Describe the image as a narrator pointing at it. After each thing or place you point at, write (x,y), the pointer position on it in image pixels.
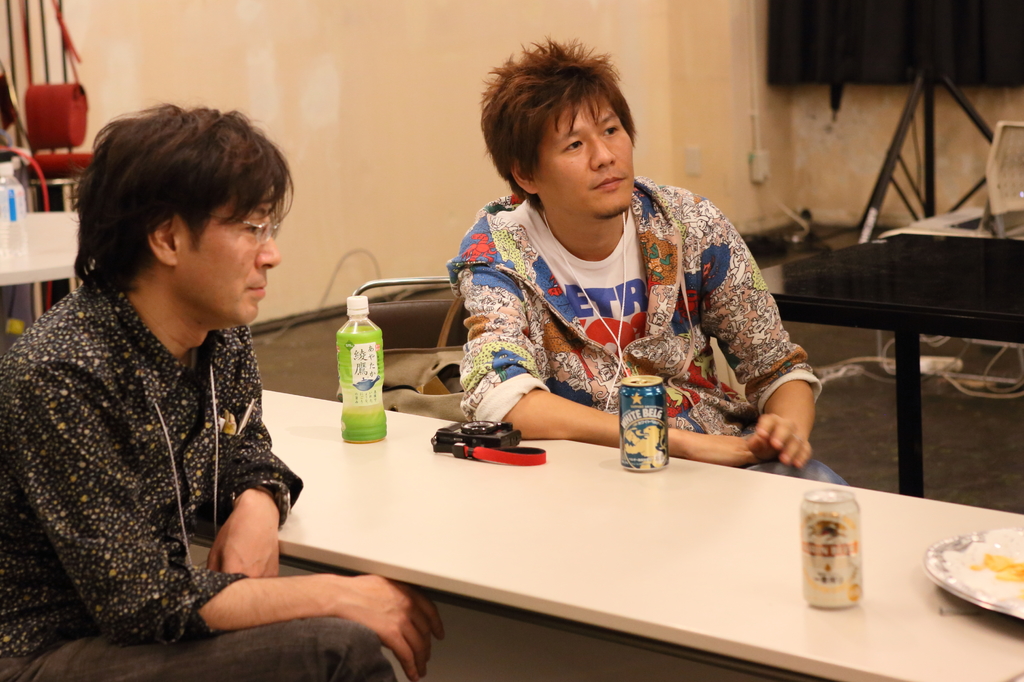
A man (127,427) with black shirt (152,513) is sitting in front of the table (331,456). On the table (331,468) there is a tin (827,558), plate (967,567), camera (494,446) and a bottle (377,391). And a man (584,347) with floral shirt (735,326) is sitting beside the table (364,486). In the background (427,321) there is a chair (413,310), bag (425,378). And to the right side (943,254) there is a black color table (934,265). And to the left side (7,216) there is a bottle (25,210) on the table (46,233).
